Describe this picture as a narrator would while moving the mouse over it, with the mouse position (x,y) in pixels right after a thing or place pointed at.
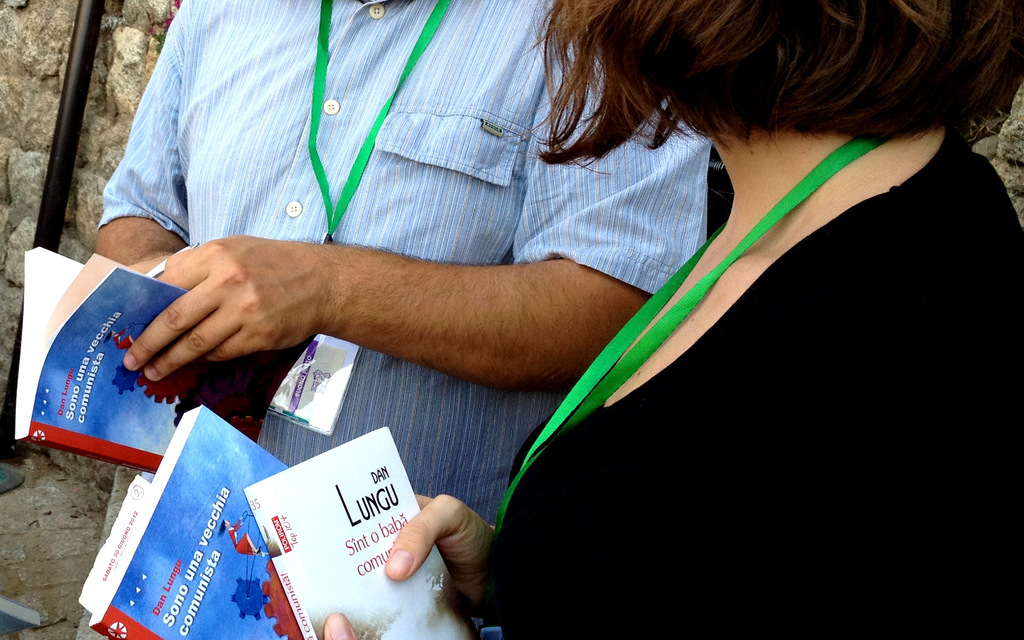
In this image there is a man (524,215) and a woman (766,393) standing. They are wearing identity cards (632,361). They are holding books (220,566) in their hands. Behind them there is a wall (122,62). There is a pole (55,164) near to the wall (46,162).
